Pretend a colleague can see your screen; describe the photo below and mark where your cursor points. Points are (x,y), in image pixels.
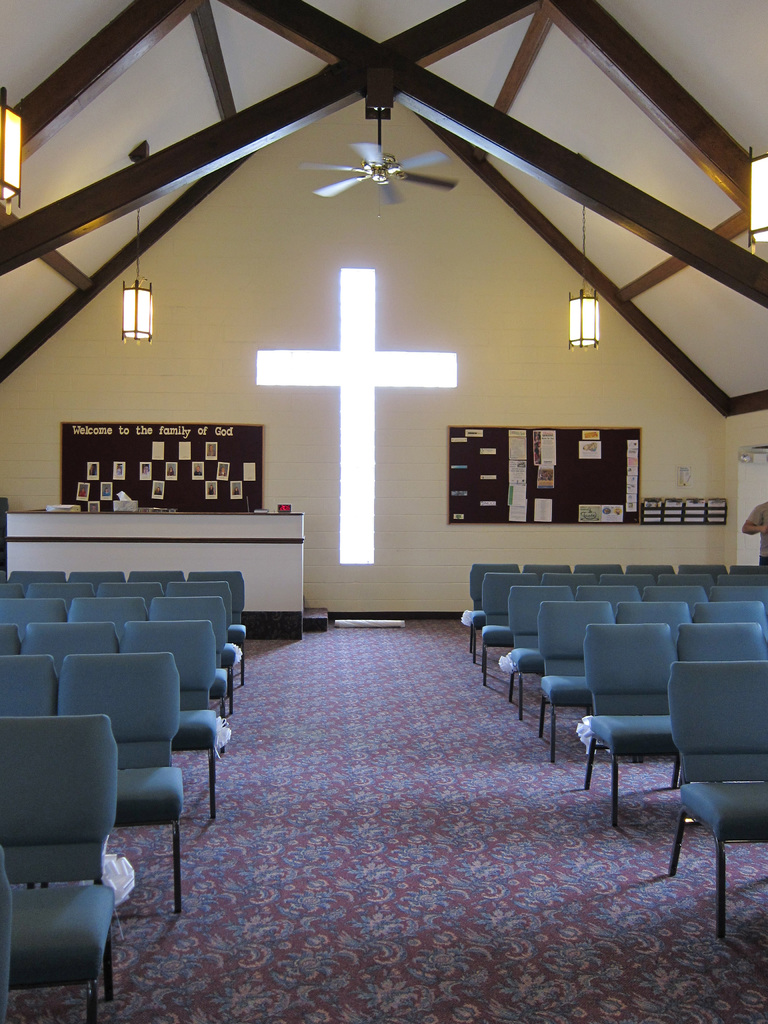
In this image I can see so many chairs (22,713) in the hall (595,976), at the back (612,452) there is a table (70,565), also there is a cross symbol (340,398) and notice boards (640,449) on the wall (701,545).
